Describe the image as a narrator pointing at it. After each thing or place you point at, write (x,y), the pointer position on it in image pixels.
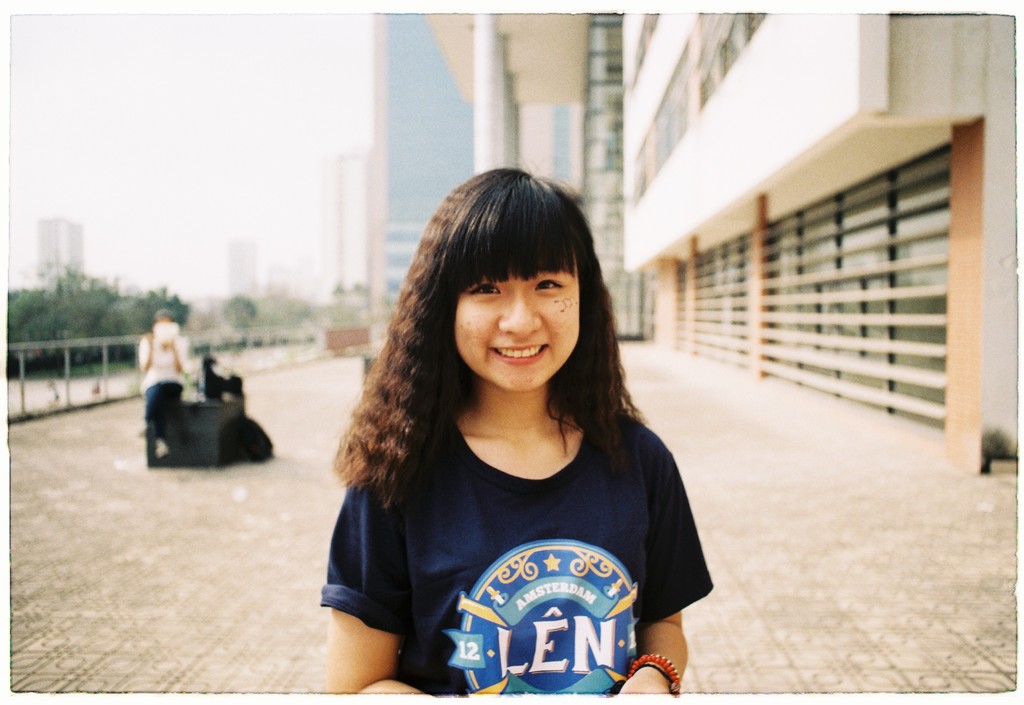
In this image we can see a lady (509,492) smiling. On the right side (696,140) there is a building (732,240). On the left side (161,351) we can see another person (150,361) sitting. In the background (71,303) it is looking blur and we can see few trees (150,306) and buildings (56,248).
